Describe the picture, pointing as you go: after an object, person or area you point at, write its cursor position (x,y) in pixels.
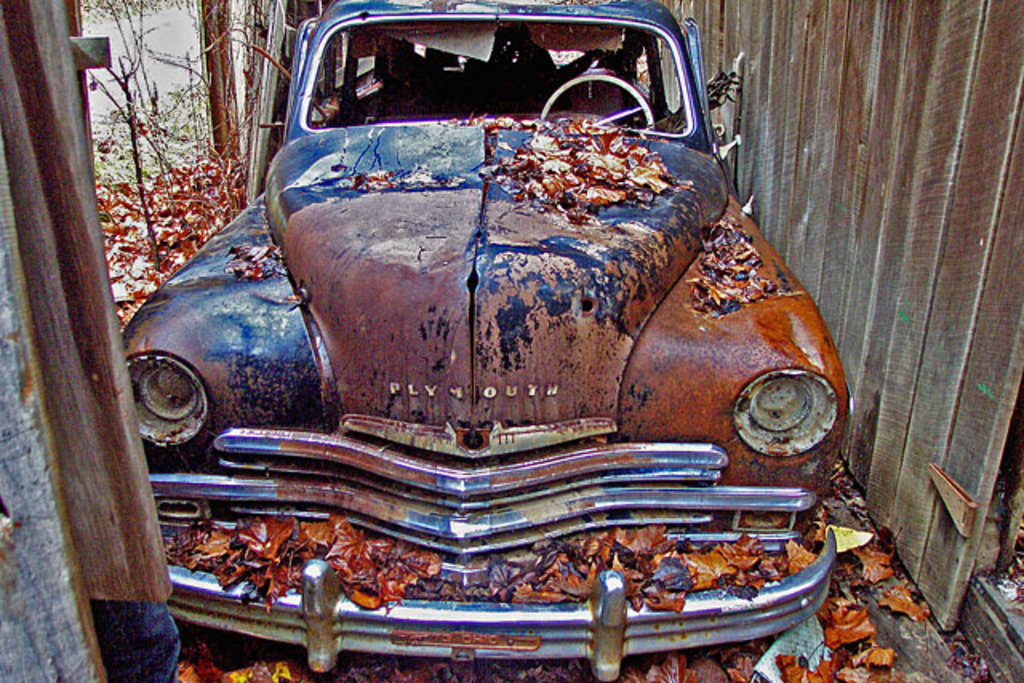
In this image I can see a car (624,25) on the ground (571,669). In the background (235,15) I can see a wooden shed (877,89), plants (173,136) and trees (173,136). This image is taken during a day.
